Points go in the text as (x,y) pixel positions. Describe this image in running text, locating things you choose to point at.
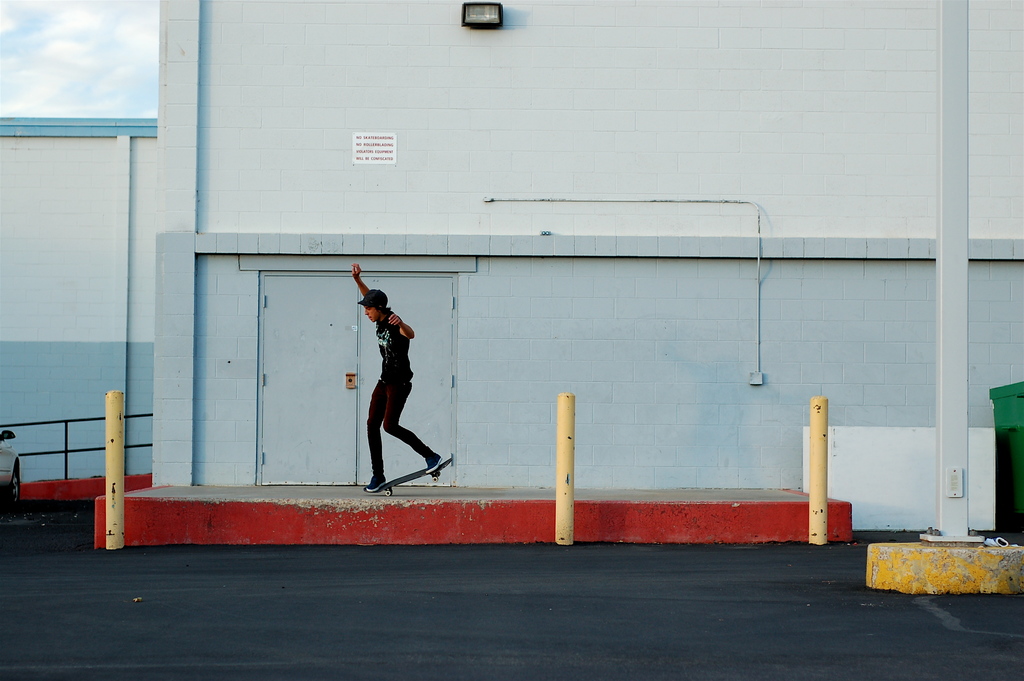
In this image we can see a person (404,327) is skating on the skateboard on a platform (185,493) and there are poles (106,493) and a vehicle (6,455) on the left side (5,474) on the road (46,553). We can see a building (252,257), doors (279,400) and pipe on the wall (623,307) and on the left side (28,86) we can see clouds (70,97) in the sky (138,38). On the right side (929,448) there is a pole (968,538), dustbin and a board (926,456) at the wall (736,440).
